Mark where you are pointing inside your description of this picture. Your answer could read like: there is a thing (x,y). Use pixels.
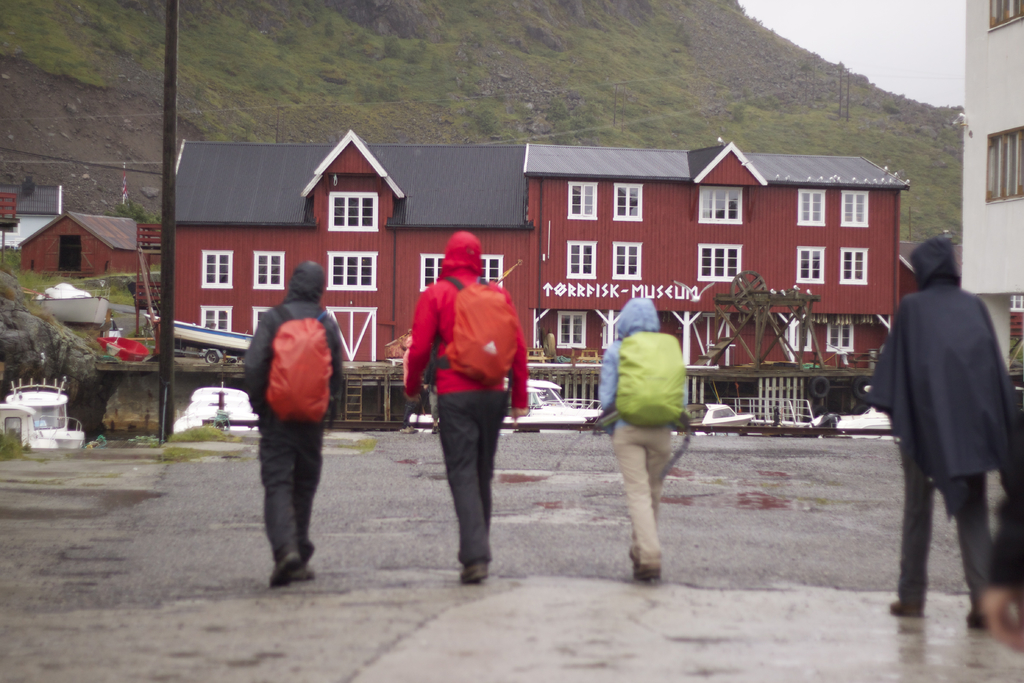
In this picture, there are three people (265,396) on the road (627,590). All of them wearing jackets (608,406) and carrying bags (651,395), they are facing backwards. Towards the right (924,437), there is another person (985,386). In the background (388,131), there are houses (541,231), hills (723,125), plants (341,120), sky (870,66) etc.
